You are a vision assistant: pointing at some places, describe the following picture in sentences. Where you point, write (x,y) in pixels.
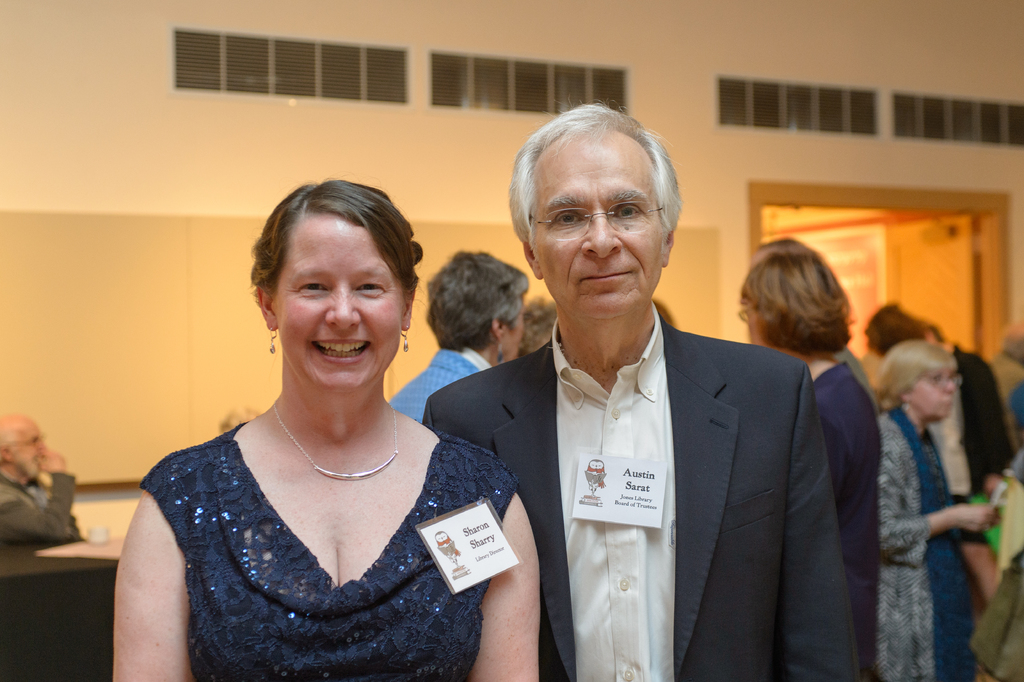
In the center of the image (610,434) we can see two persons (376,355) are standing and they are smiling, which we can see on their faces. In the background (49,176) there is a wall (470,203), door (948,307), table (78,547), cloth (99,601), cup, few people (55,515) are sitting, few people (909,446) are standing, few people (909,413) are holding some objects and a few other objects (1001,137).
